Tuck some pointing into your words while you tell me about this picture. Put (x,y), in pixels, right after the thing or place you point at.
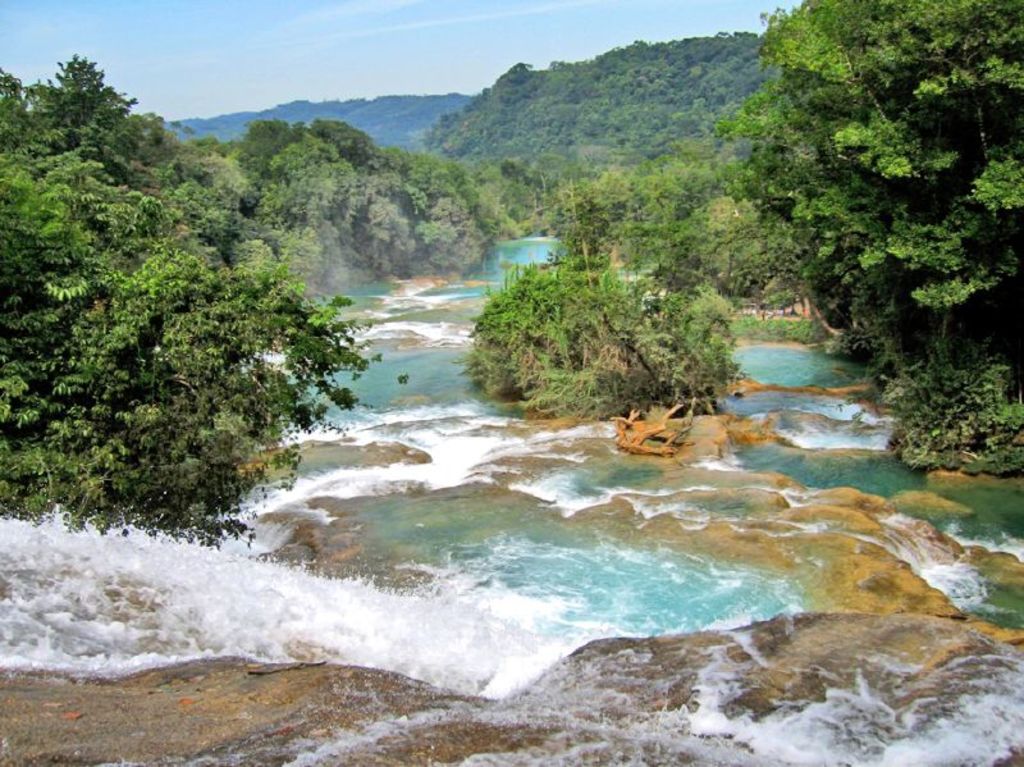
In this image there is a waterfall (585,530). There are rocks (154,728). In the background of the image (432,130) there are trees (319,129), mountains (402,108) and sky (257,25).
